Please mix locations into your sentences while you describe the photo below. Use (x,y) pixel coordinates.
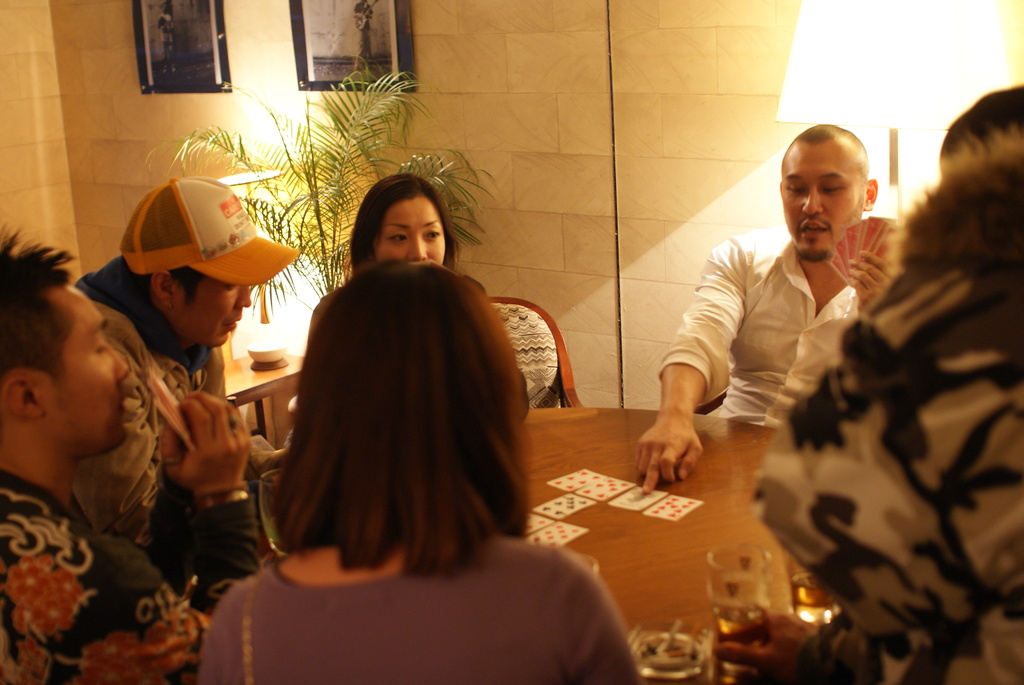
In this image there are group of people (64,505) sitting around the table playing pokers, also there are some glasses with drinks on table (739,503), behind them there is a plant (453,181) and some photo frames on the wall (40,93).
